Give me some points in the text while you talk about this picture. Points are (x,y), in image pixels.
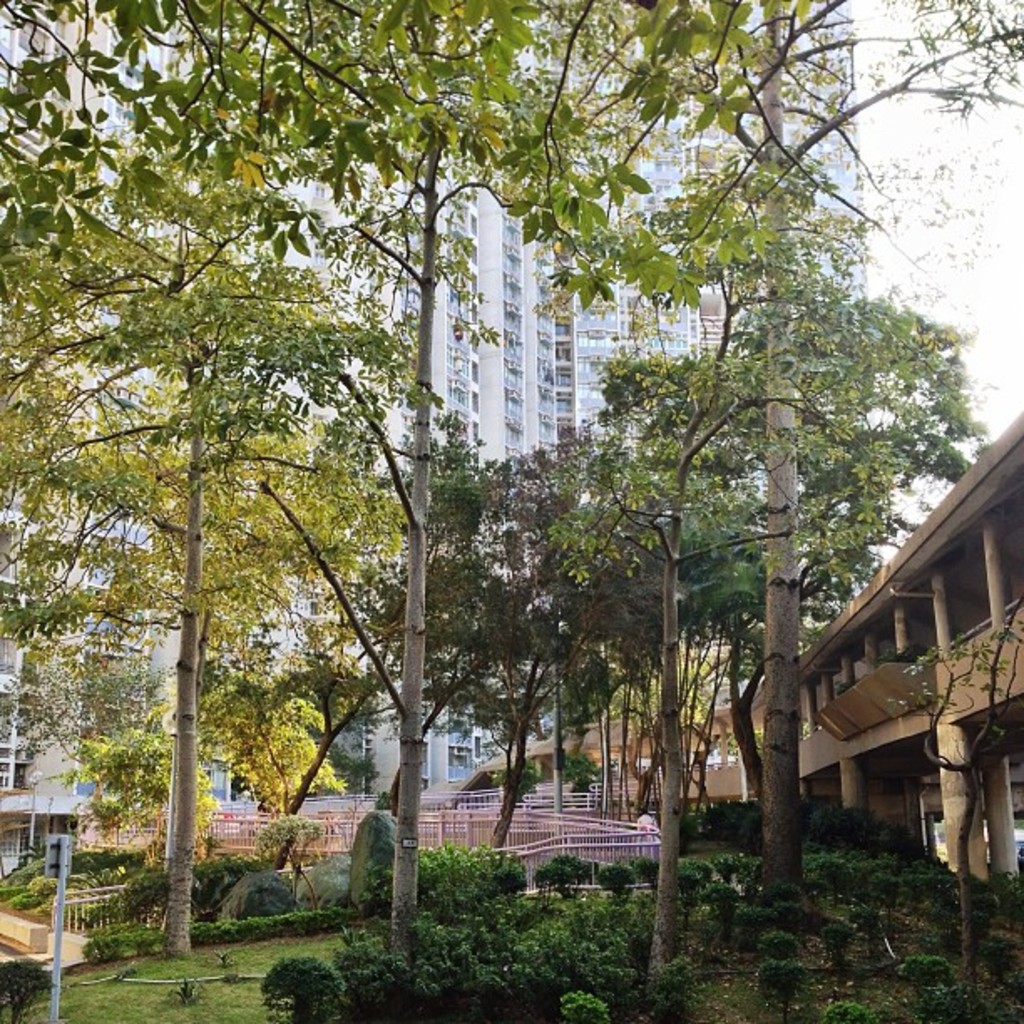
It is a garden (336,717) with some tall trees (500,672) and plants (520,980) and behind the garden (305,510) there is a huge building (487,352).
